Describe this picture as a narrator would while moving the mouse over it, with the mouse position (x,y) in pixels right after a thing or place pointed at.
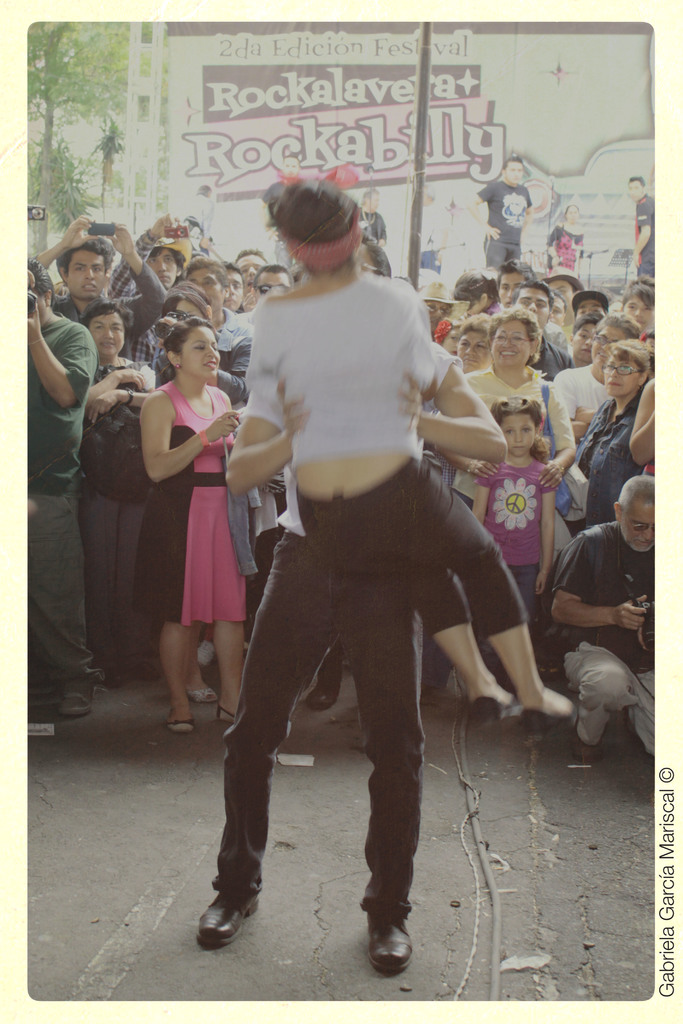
In this image, we can see a group of people (126,354). Few are standing. Here a person (339,615) is lifting a woman (388,486) on the road (250,944). On the right side of the image (602,695), we can see a person's knee (625,693) down on the road (593,810). Here we can see some text (668,947). Background there is a pole (416,215), banner (318,138), rods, tree (112,29) and plants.
